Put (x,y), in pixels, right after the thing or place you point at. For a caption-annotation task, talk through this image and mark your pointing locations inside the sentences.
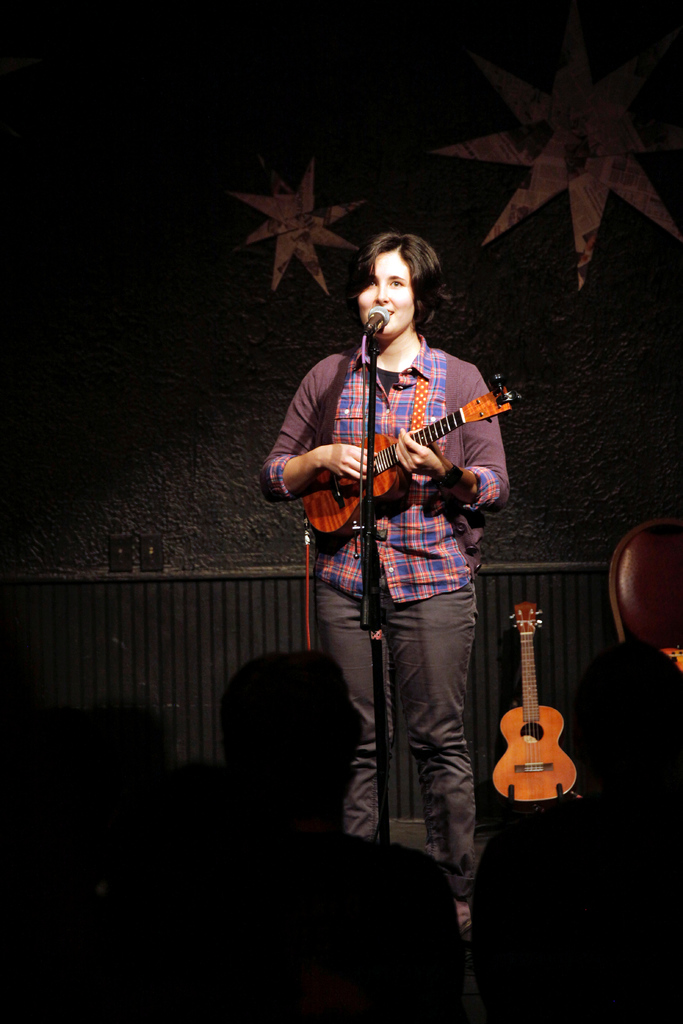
In the image we can see there is a woman (425,677) who is standing and holding a guitar (355,479) in her hand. In Front (368,329) there is a mic (375,319) and a stand (371,410) and in front of the woman (366,777) there are people (361,868) who are looking at woman (339,642) and at the back (247,400) there is a wall (478,209) on which there are star shaped paper decorations (562,157) and over here there is a guitar (519,739).
